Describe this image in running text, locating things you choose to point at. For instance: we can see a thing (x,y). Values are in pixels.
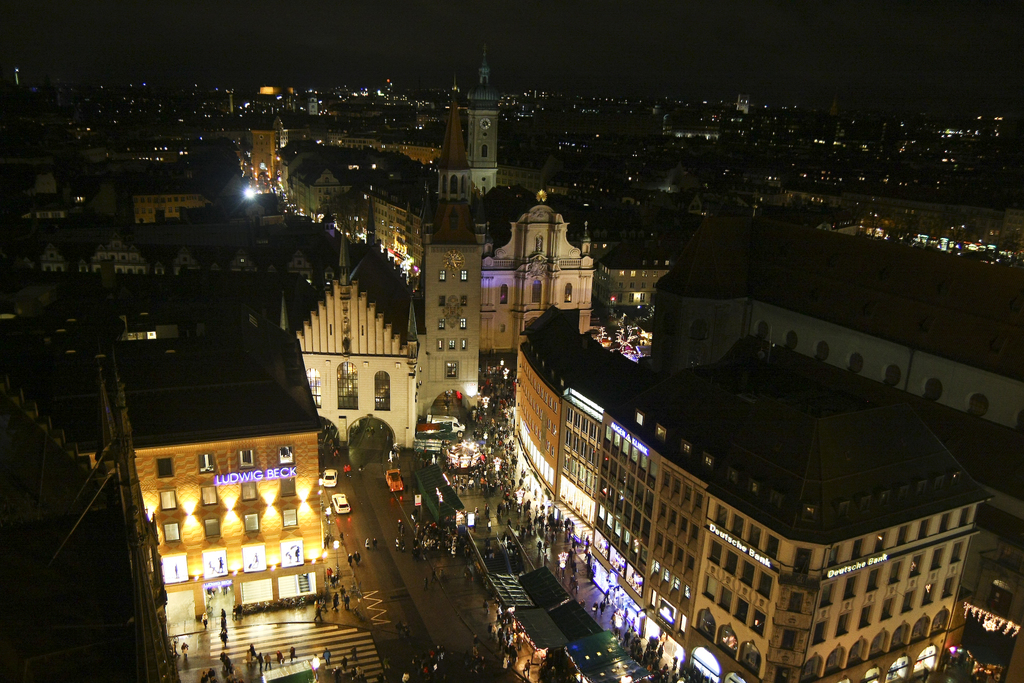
The picture is captured from the top view of a city (406,549), there are many buildings (518,375) and houses (306,227) and in between the buildings (457,183) there are roads (409,513) and the roads (468,488) are cramped by vehicles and public (488,423). The image is captured in the nighttime.
